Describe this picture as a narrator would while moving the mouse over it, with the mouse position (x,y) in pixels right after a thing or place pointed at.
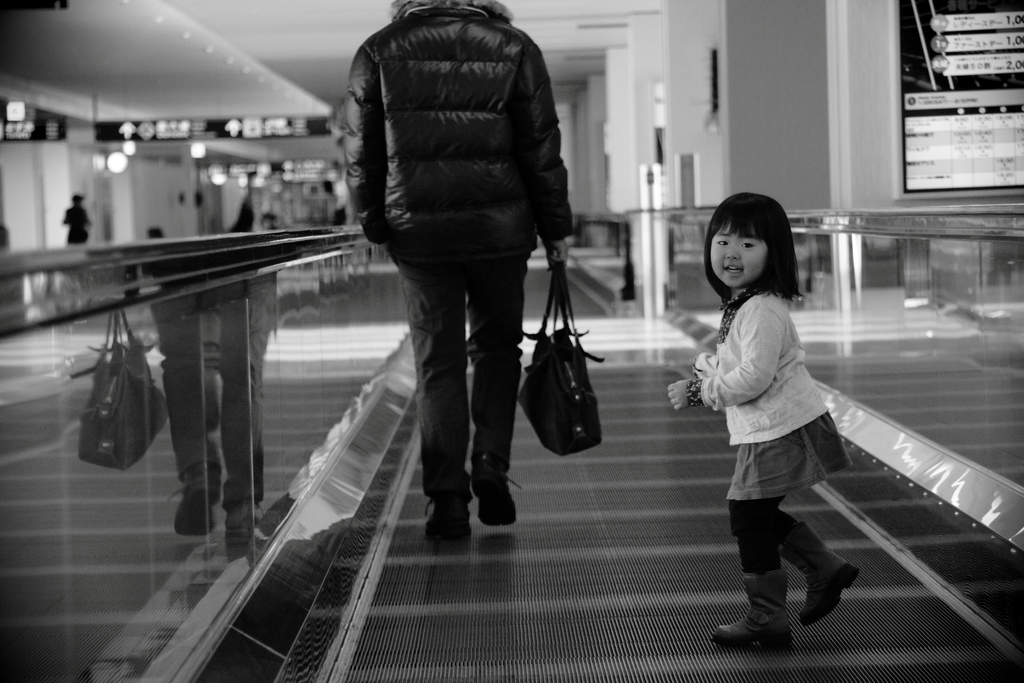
In this picture we can see a girl (688,382) and a person (566,253) holding a bag (529,334) on the floor (627,487) and in the background (78,205) we can see a person (80,228), ceiling (214,151), lights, some objects (999,86) and it is blurry.
